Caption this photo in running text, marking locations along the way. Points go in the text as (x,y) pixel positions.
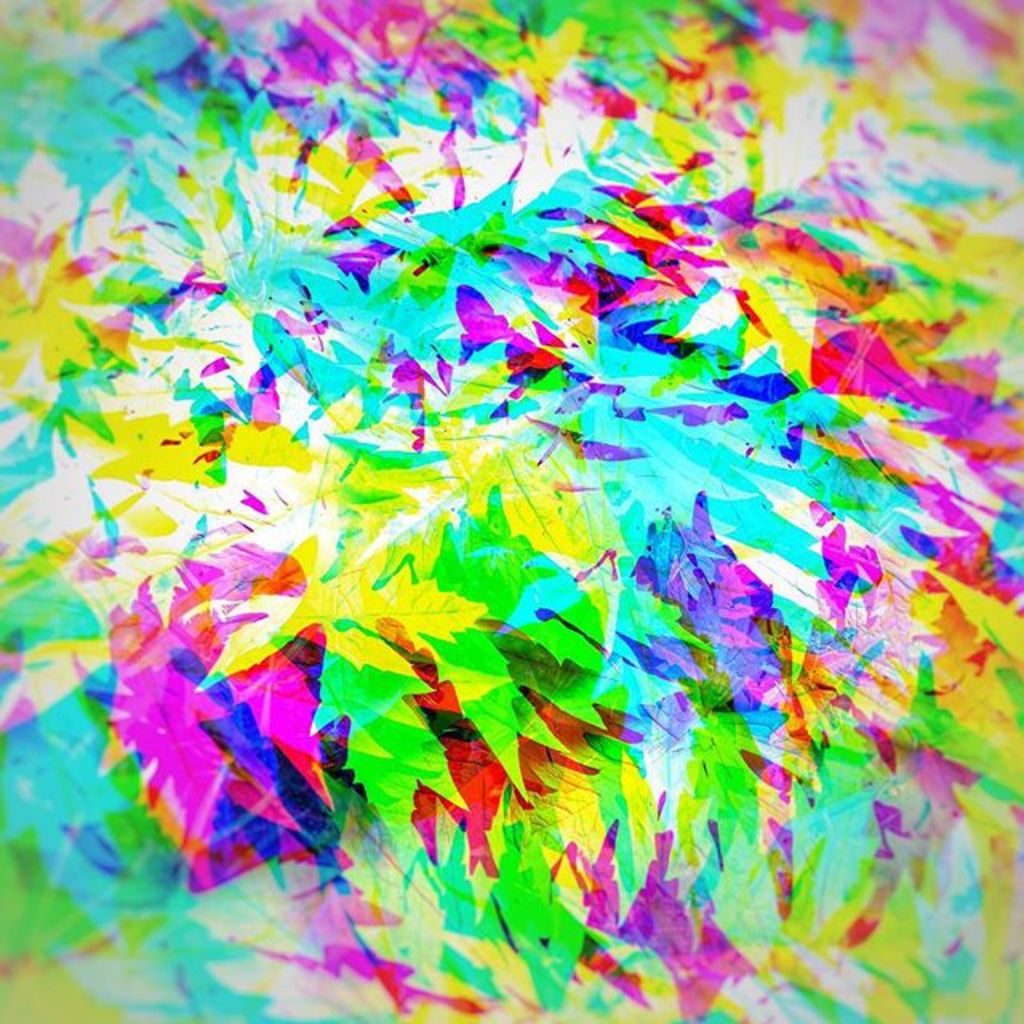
In this image we can see an art (477,433) with different colors and it looks like leaves (821,1000).
